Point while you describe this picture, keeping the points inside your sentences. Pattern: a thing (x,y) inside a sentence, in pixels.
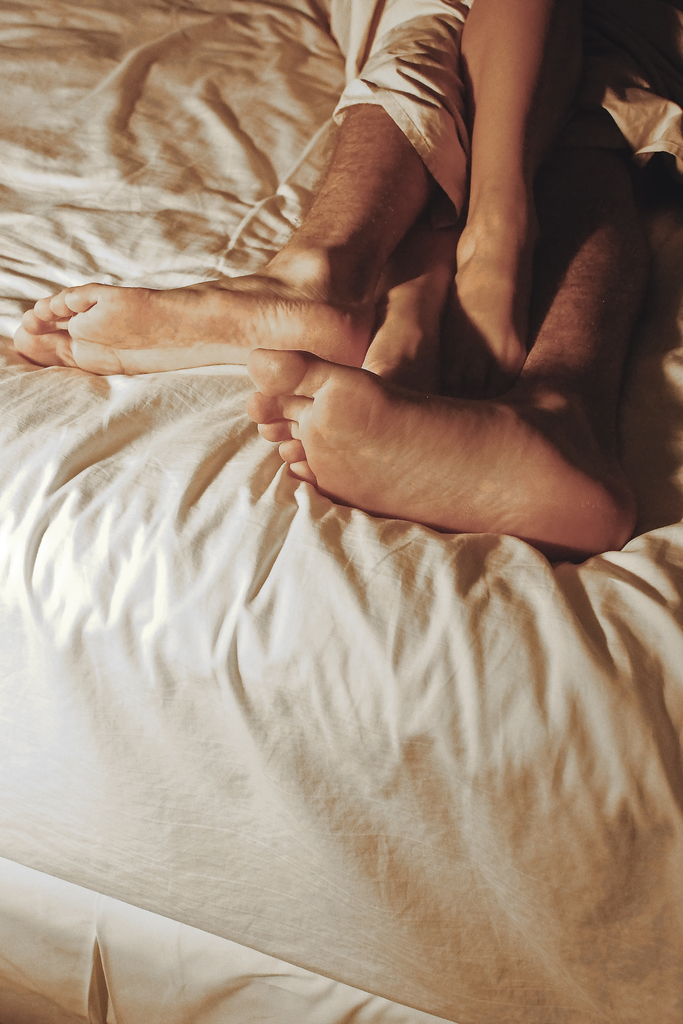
In the given image we can see legs (431,183) of two persons (413,152) lying. This is a bed (104,156).
